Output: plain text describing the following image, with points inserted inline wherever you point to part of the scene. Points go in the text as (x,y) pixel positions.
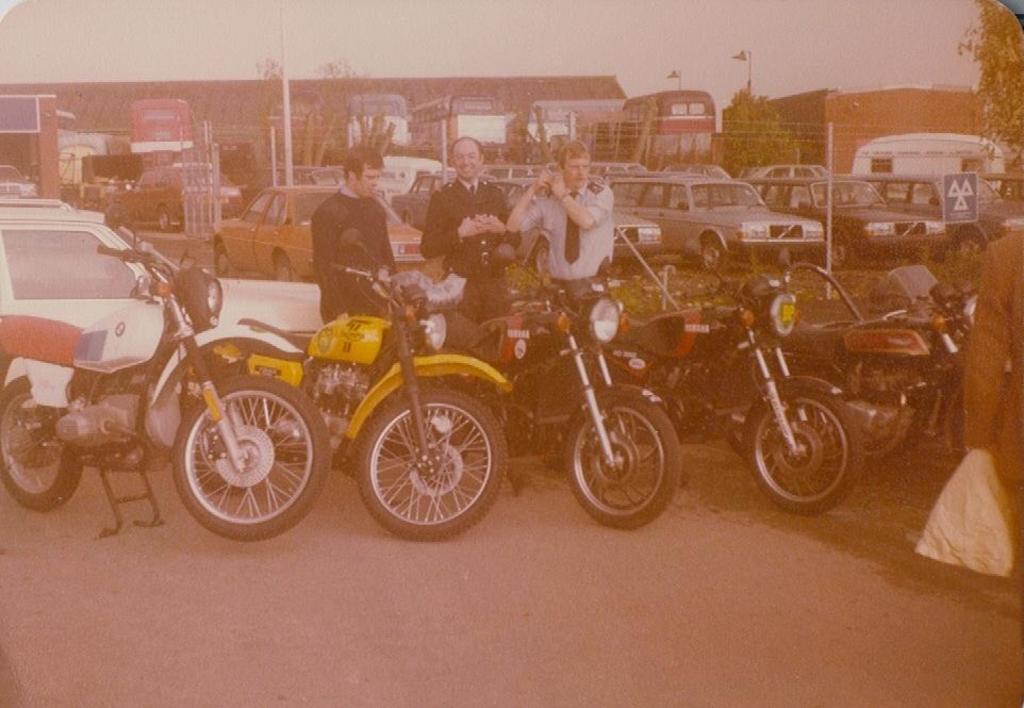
In this image we can see motorcycles (529,325) and other vehicles (258,241). There are few people (464,226) standing. In the back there are trees (757,164). Also there are buildings (214,106). And there is sky (583,59).
